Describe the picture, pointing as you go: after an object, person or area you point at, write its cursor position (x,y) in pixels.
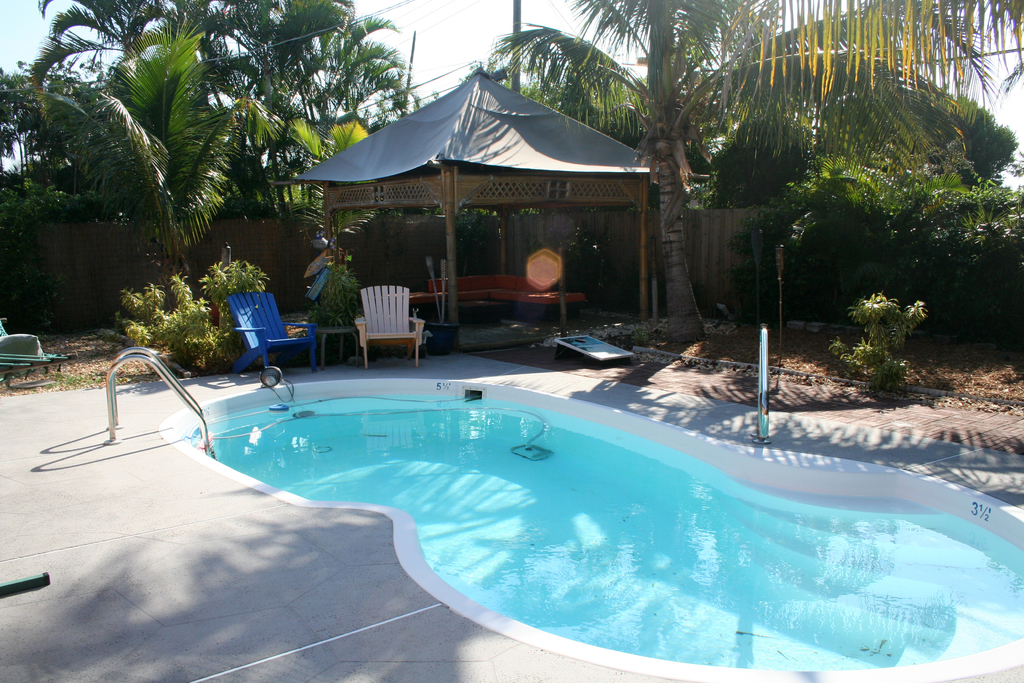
This picture is clicked outside. In the foreground (189,566) we can see the ground (369,594), swimming pool (444,519), metal rods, chairs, tent (481,146) and plants (848,348), trees (807,237) and some other objects (476,286). In the background (342,133) we can see the sky (481,41), trees (551,40) and some other objects (83,229).
